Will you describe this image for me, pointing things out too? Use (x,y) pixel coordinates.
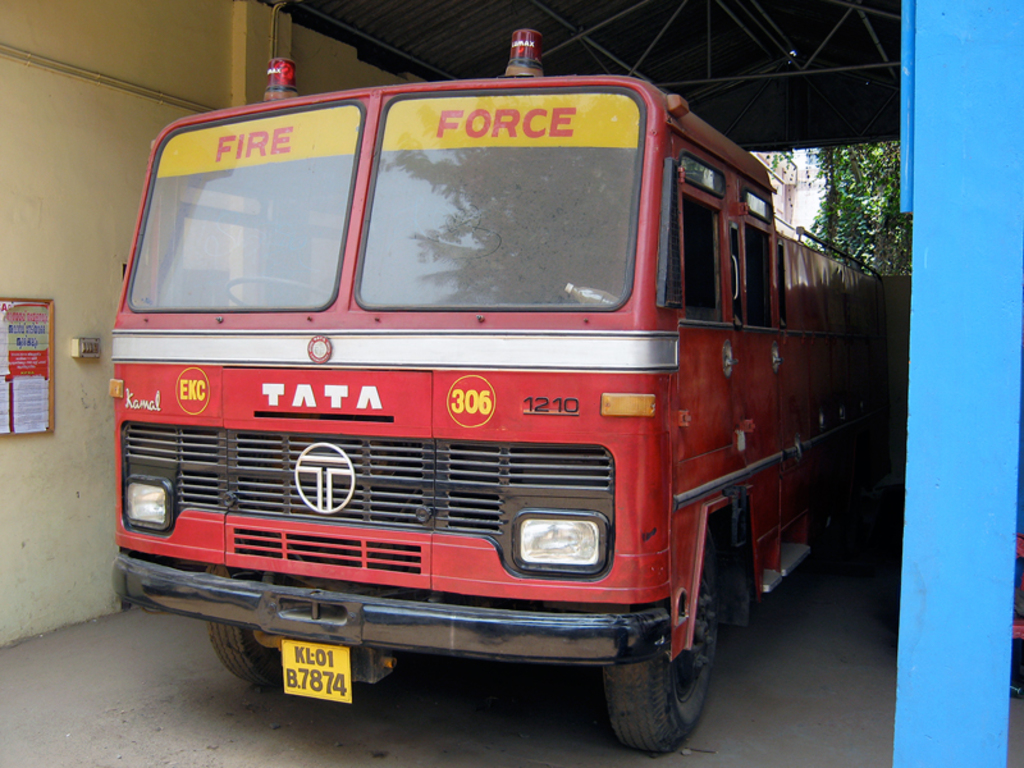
In this image there is a vehicle (646,326) under the shed (748,118). There is a wall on the left side (75,445). There are trees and building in the background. There is a blue color pillar (945,58) on the right side (938,220).
